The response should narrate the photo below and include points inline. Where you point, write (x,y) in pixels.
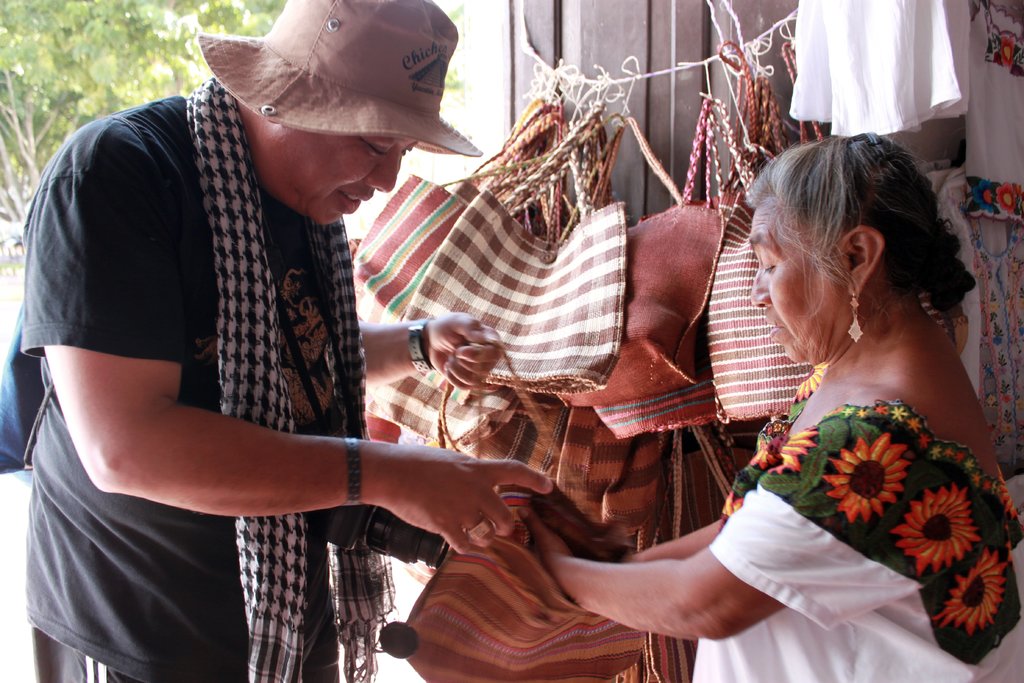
In this image there are two people (285,487) holding bags (530,559) in their hands (500,524), in the background (748,73) there are bags (599,188) and there are trees (125,32).
